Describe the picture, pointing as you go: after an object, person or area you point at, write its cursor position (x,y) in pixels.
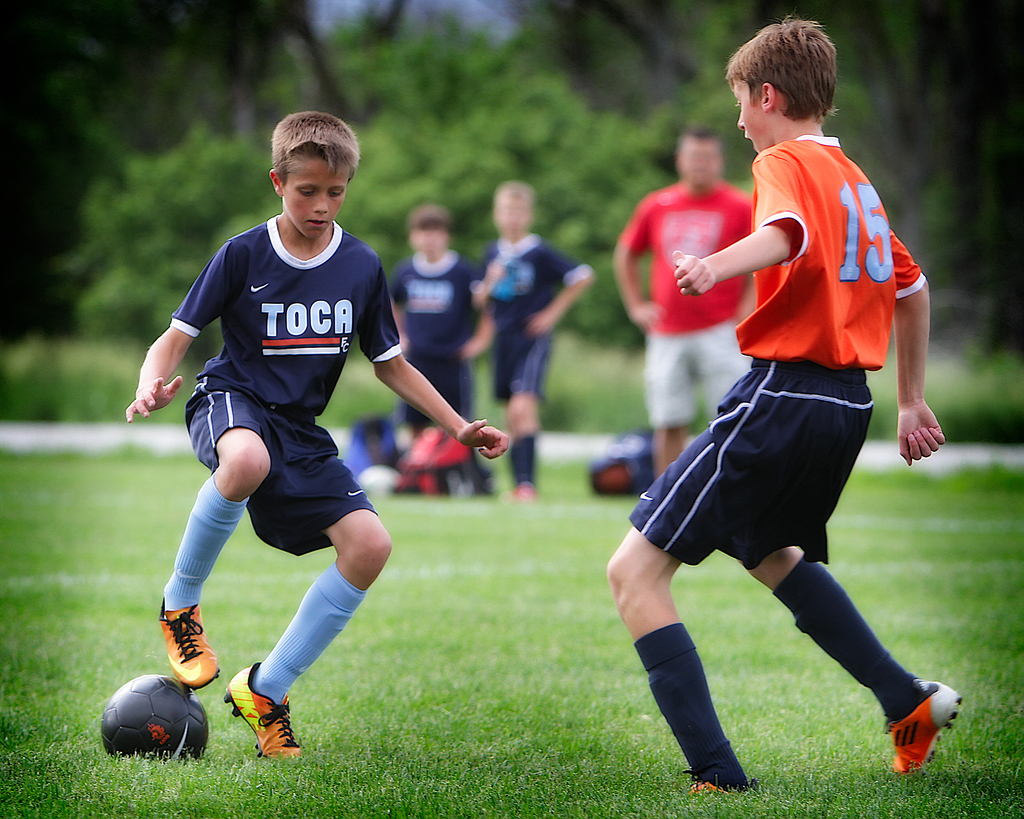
As we can see in the image there are five persons (697,186). Among them two of them (288,451) are playing with ball (154,718) on grass (446,719). Behind them there is a tree (322,60).
